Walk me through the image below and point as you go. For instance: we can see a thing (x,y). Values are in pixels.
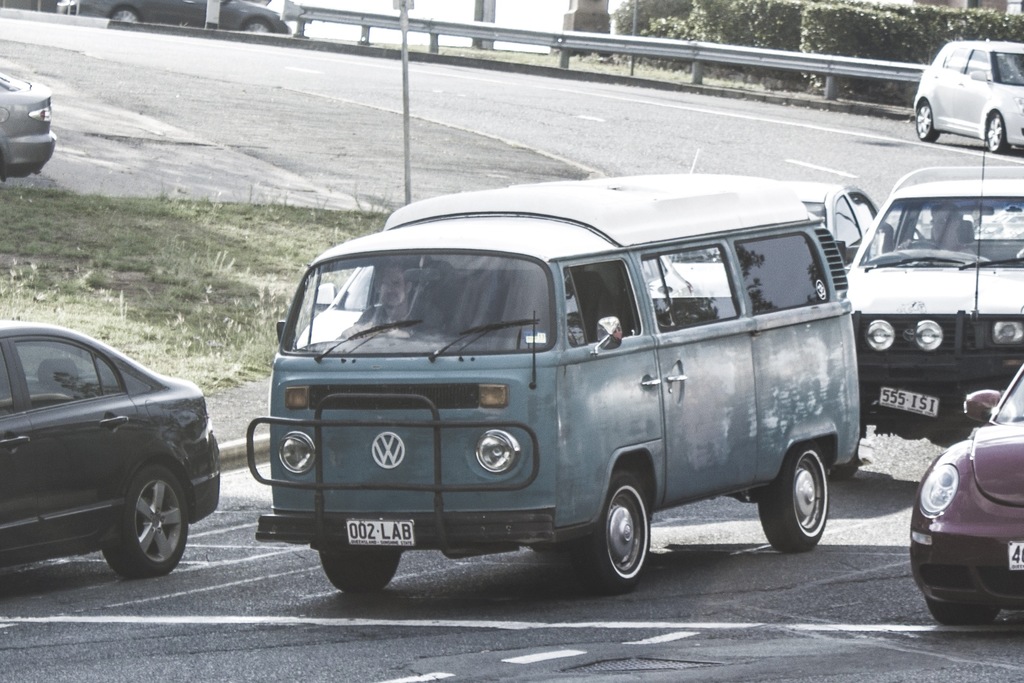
We can see vehicles (996,128) on the road (59,30) and we can see grass (220,253). Background (777,39) we can see plants (837,44).
